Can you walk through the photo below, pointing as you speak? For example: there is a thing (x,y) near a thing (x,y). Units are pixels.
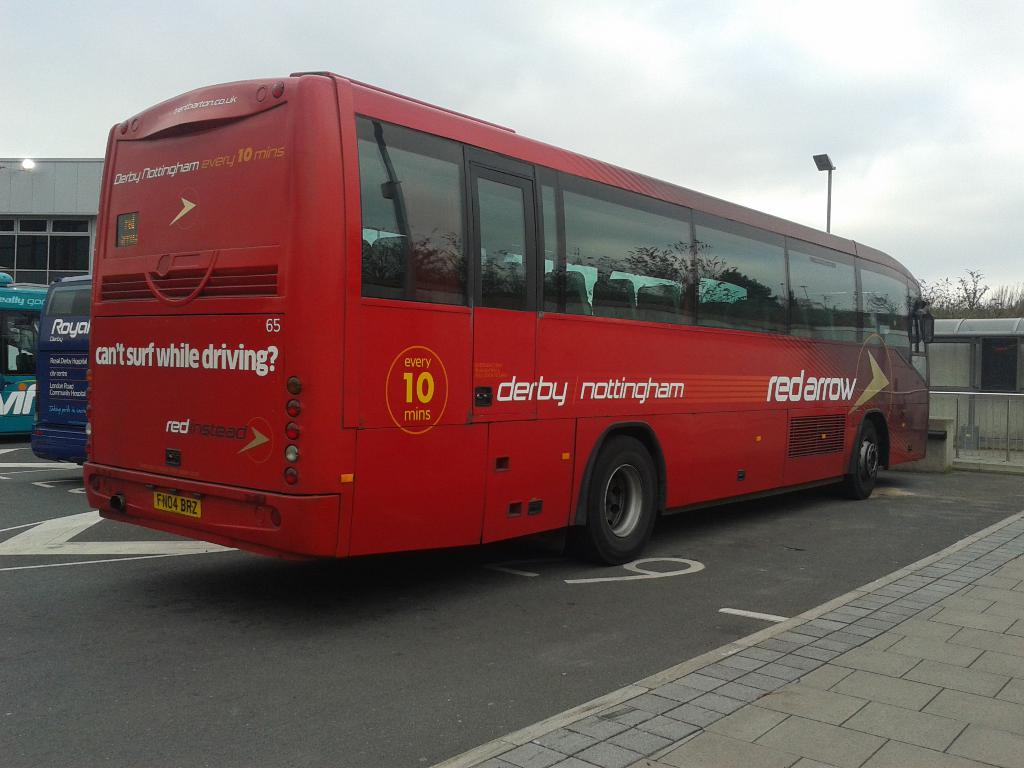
In this image I can see few buses (60,296). They are in red, blue and green color. I can see buildings (88,176), windows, trees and railing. The sky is in blue and white color.
